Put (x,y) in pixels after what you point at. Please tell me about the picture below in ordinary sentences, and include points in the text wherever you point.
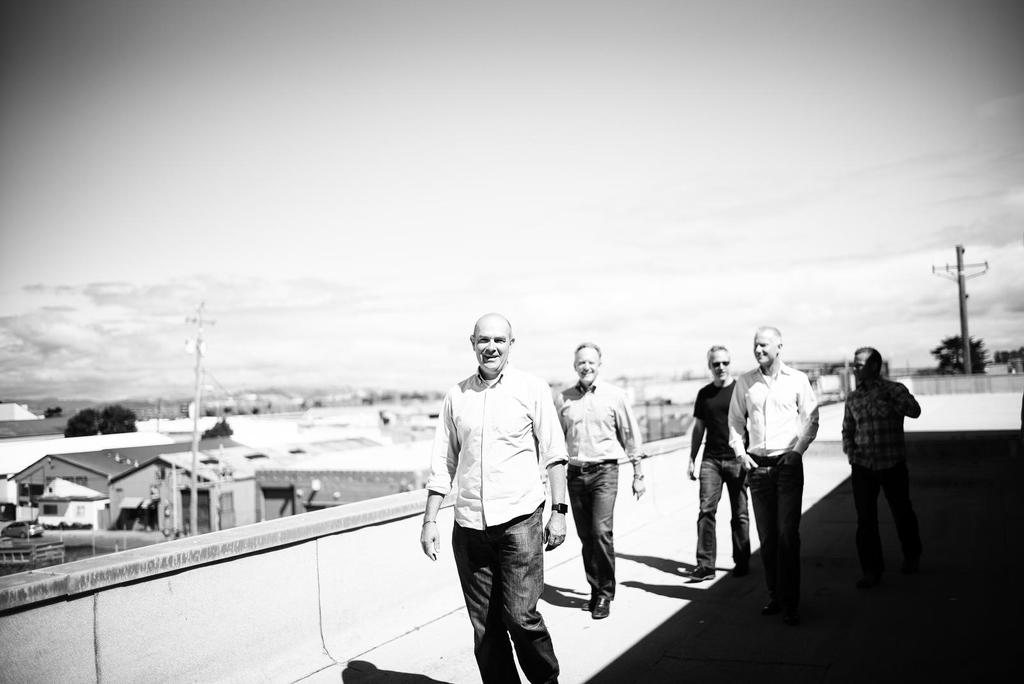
This is black and white image, in this image there are five men (778,416) walking on a building (949,483), in the background (427,416) there are houses (190,475) and the sky (495,193).
